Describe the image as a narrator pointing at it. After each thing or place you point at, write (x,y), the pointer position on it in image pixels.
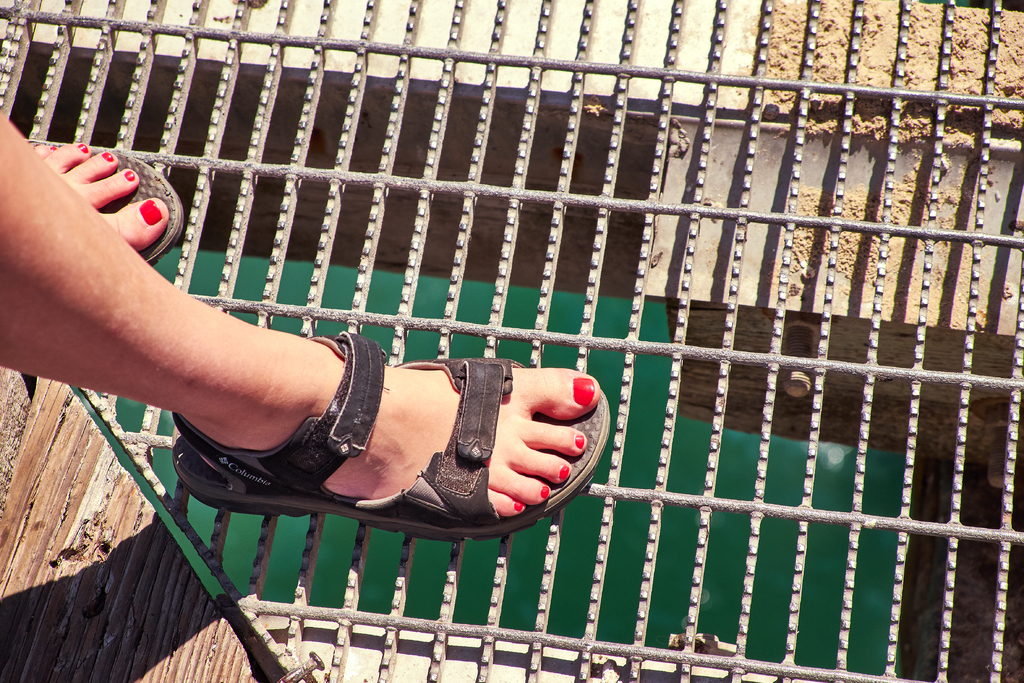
In this image in the front (96,355) there is a person (213,406) standing on iron rods (497,317). On the left side (109,537) there is a wooden surface (72,544). Under the iron rods (716,432) there is an object (777,461) which is green in colour.
